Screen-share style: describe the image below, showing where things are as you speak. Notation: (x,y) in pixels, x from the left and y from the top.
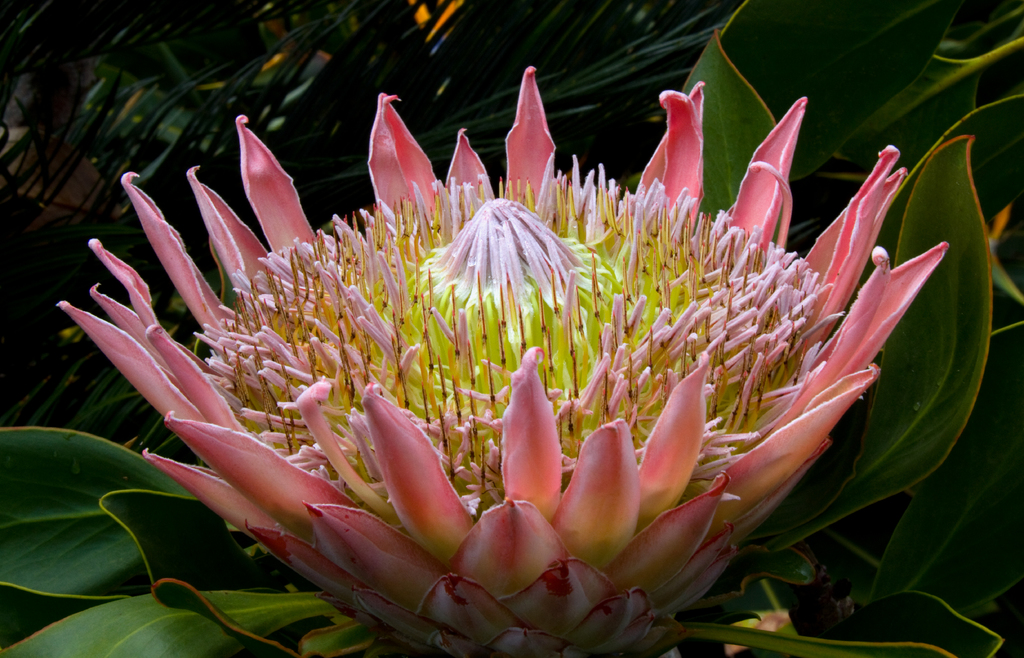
In this picture we can see a flower (305,263), few leaves (1011,397) and a plant (349,28) in the background (561,4).
